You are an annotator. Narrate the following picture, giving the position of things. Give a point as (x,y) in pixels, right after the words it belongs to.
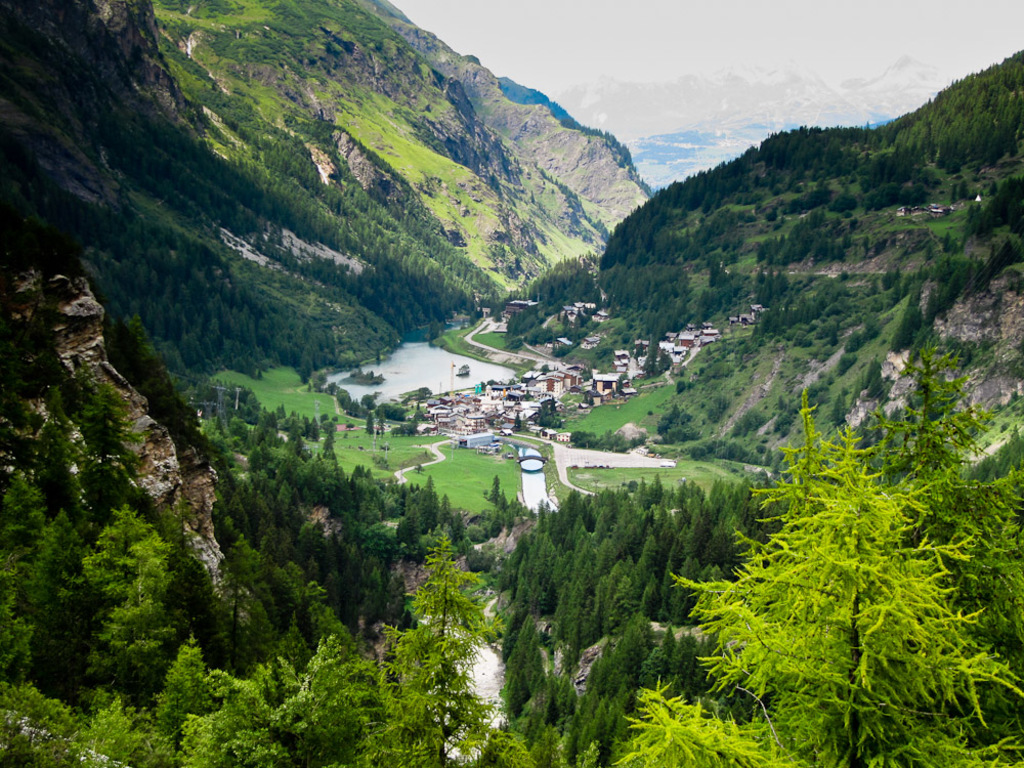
In this image we can see sky (594,71), mountains (690,131), hills (483,279), trees (492,534), water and buildings (476,393).
